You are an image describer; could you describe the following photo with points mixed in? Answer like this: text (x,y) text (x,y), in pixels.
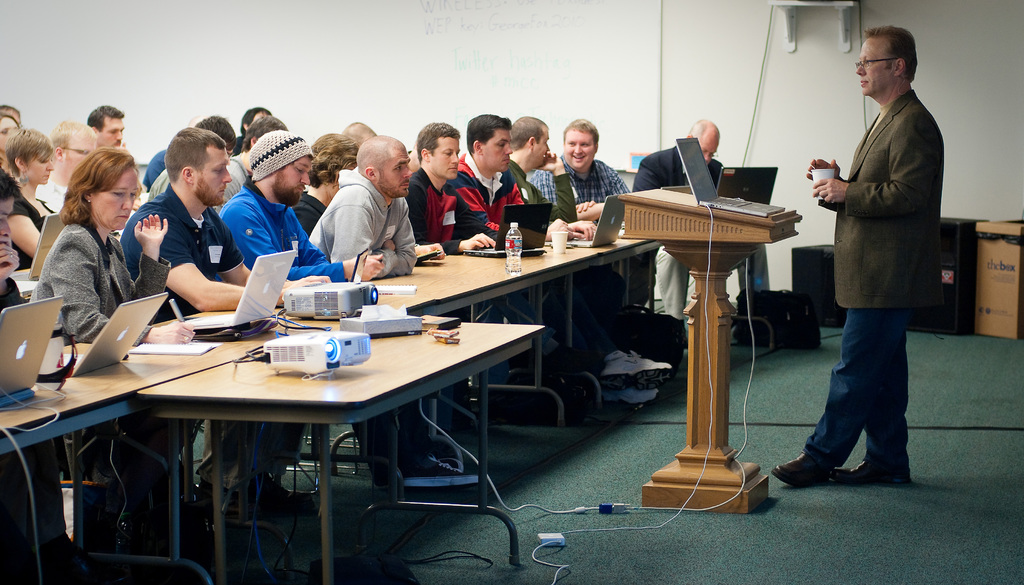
A picture of a inside room (332,203). A group of people (311,199) are sitting on a chair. In-front of them there is a table (411,280), on a table (504,262) there is a projector (307,306), laptop (267,306), paper (205,352), cup (558,250) and bottle (517,270). This man (843,271) is standing and holding a cup (821,167). In-front of this man (871,255) there is a podium (731,260). On a podium (731,260) there is a laptop (725,203). This are cardboard box (1010,280). Sound box (952,330). Floor (920,510) with carpet (773,545).
